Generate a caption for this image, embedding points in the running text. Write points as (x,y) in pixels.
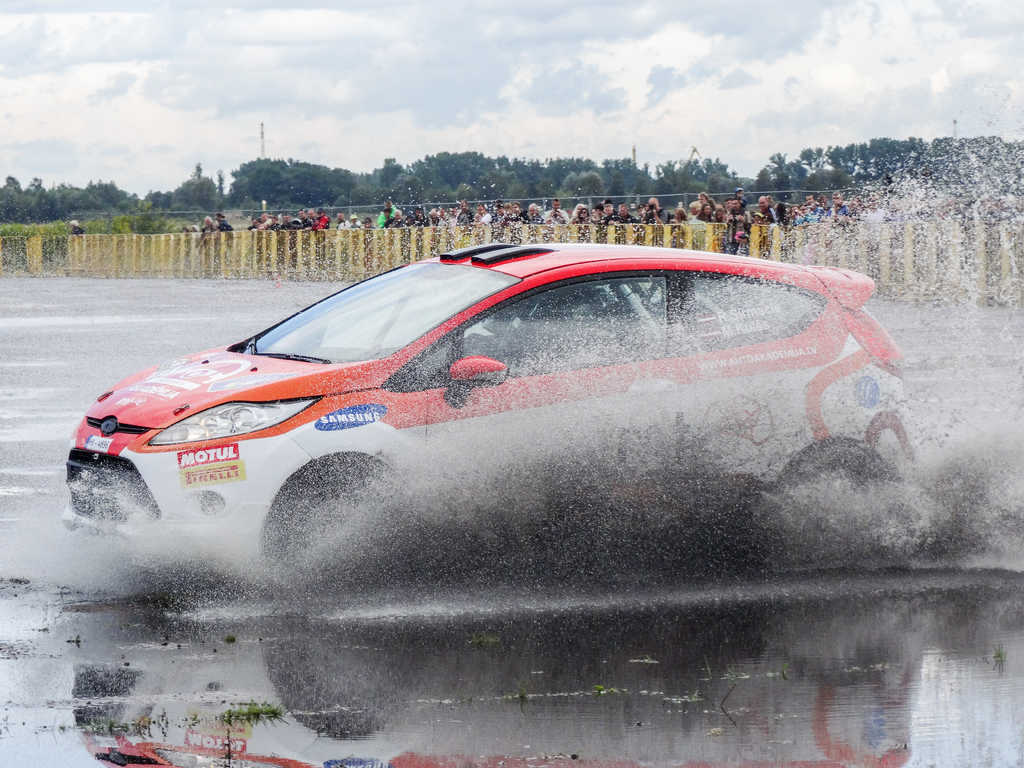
In the picture I can see the sports car (401,437) on the road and there is a water (1015,550) on the road (1015,550). I can see a group of people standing on the road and I can see the barricades (604,237) on the road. In the background (351,193), I can see the trees (331,190). There are clouds (725,98) in the sky (627,108).
